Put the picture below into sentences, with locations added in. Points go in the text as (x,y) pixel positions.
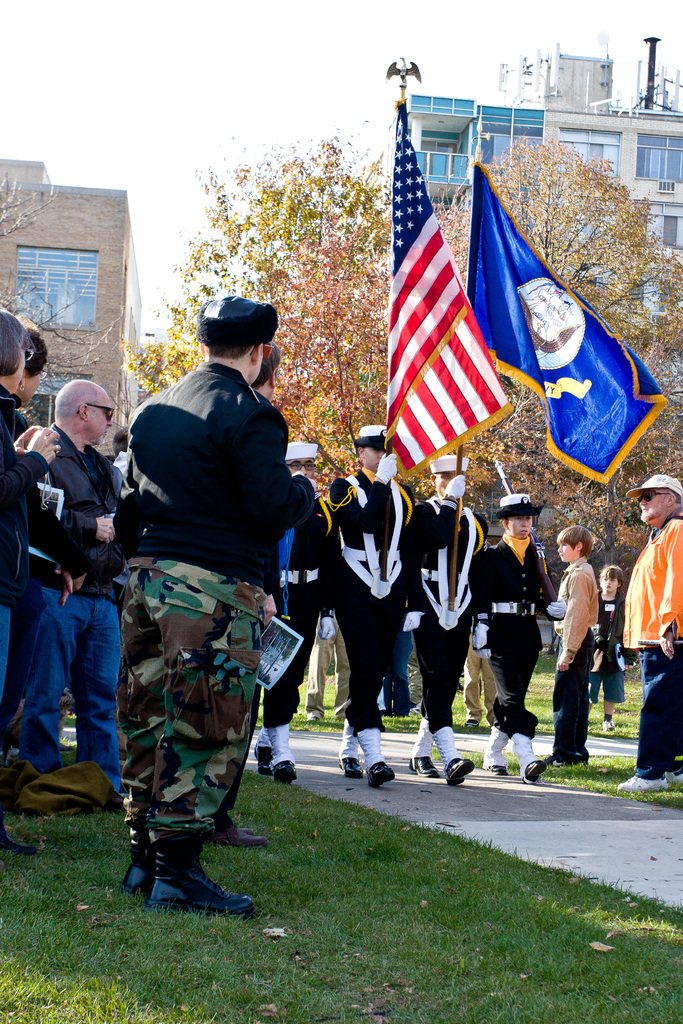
In this picture there are people (516,626) in the center of the image (332,563), by holding flags (606,435) in their hands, there is grass land (346,875) at the bottom side of the image (363,840) and there are trees (7,201) and buildings (117,291) in the background area of the image (117,291).
